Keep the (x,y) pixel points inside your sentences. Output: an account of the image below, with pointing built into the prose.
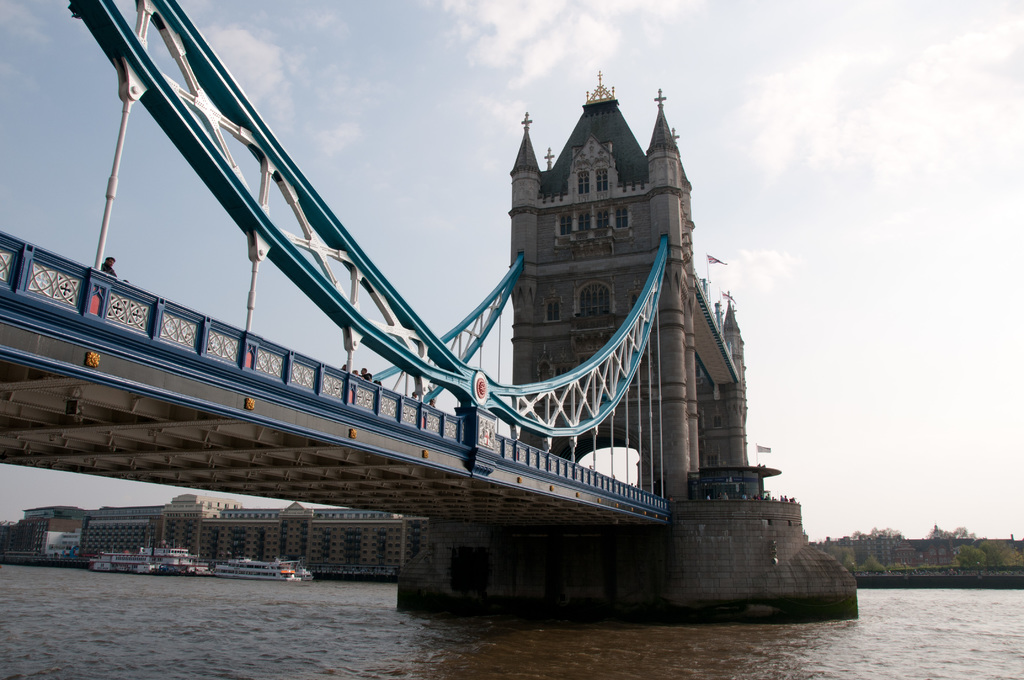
In the image there is a bridge (192,436) on the left side (200,406) with a sea (128,620) below it, in the background (269,560) there are buildings (335,557) on the left (105,533) and trees (860,558) on the right side (996,563) and above its sky (499,73) with clouds (875,109).
